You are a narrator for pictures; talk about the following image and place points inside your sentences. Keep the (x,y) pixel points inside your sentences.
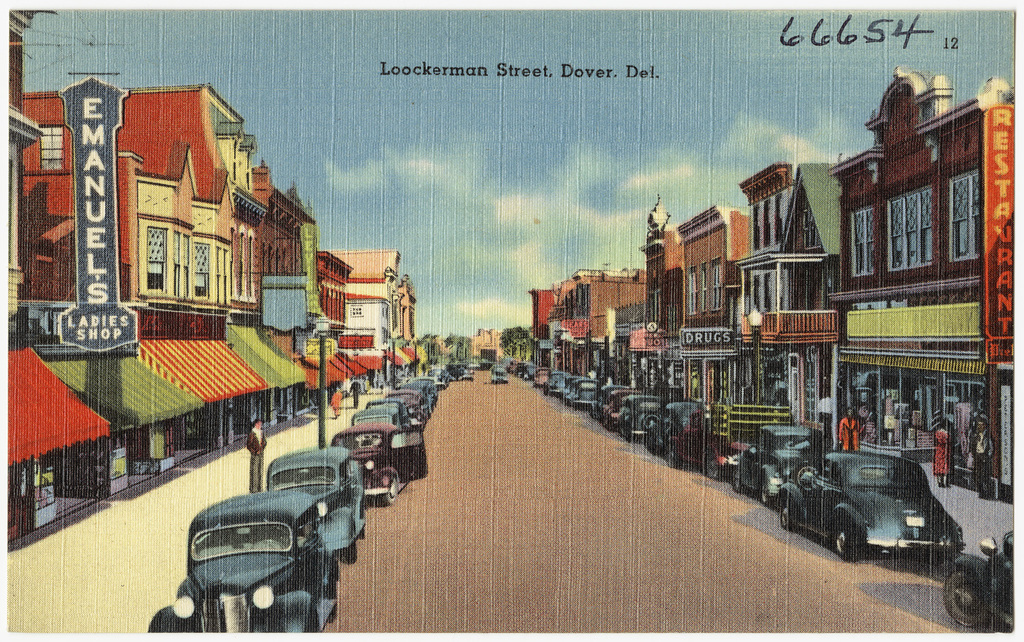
This is a painting, in this image there are cars (600,419) on a road (501,506), on either side of the road (469,437) there is a footpath (280,435), on that footpath (306,435) people (846,439) are walking and there are shops (732,340) in the background (528,284) there is a blue sky (577,161), at the top (502,60) there is text (474,66), in the top right (806,33) there is a number (901,31).
